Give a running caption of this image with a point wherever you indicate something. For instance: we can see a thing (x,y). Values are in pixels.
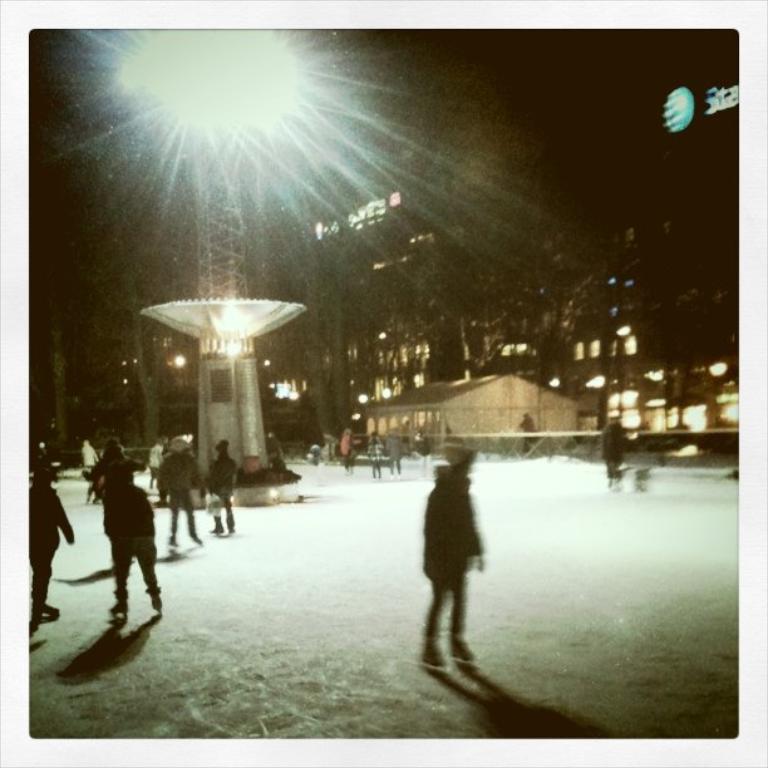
In this picture we can observe some people (182,468) standing on the ground (345,496). We can observe a tower (217,252) to which a light (201,85) was fixed. We can observe some trees (451,280) and a building (647,358). In the background (598,136) it is completely dark.
